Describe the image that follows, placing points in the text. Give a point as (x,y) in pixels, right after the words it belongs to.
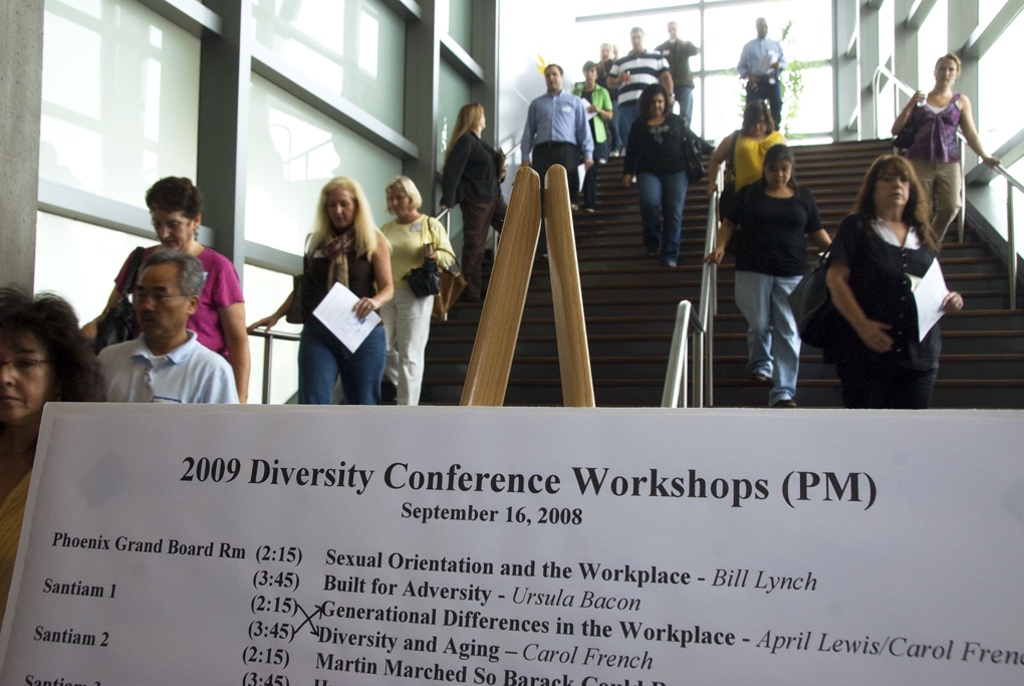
At the bottom of the image (425,566) we can see a notice board (470,456) and we can find some text (485,571) on it, behind the board (465,562) we can see few metal rods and few people (788,288).
